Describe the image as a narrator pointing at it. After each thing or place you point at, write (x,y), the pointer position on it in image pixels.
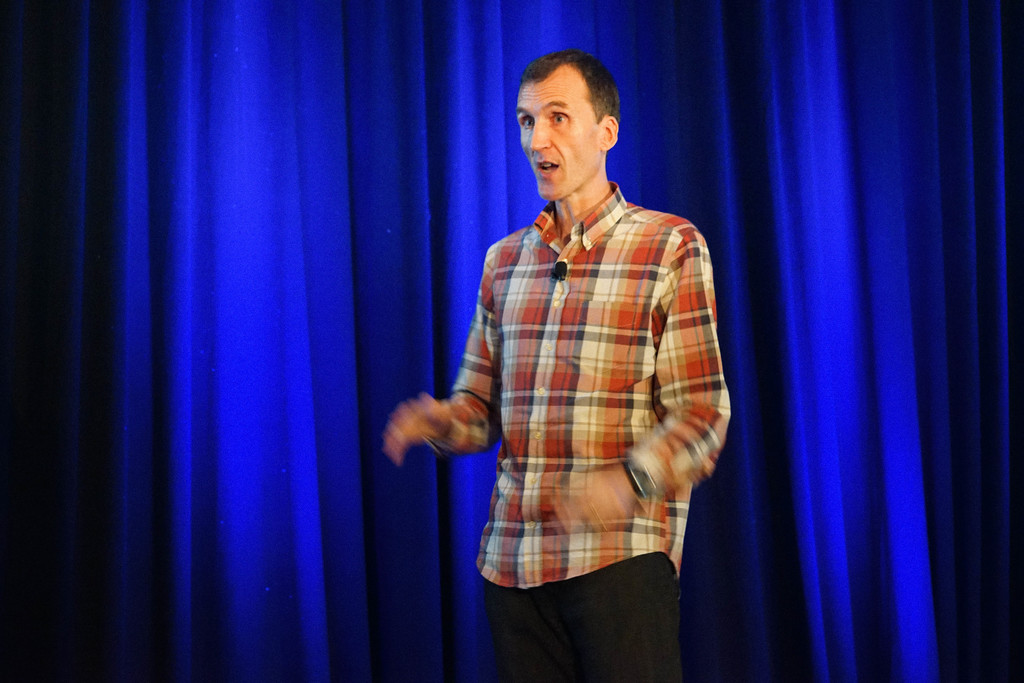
As we can see in the image in the front (553,376) there is a man (542,344) standing and in the background (240,122) there are blue color curtains (240,173).
